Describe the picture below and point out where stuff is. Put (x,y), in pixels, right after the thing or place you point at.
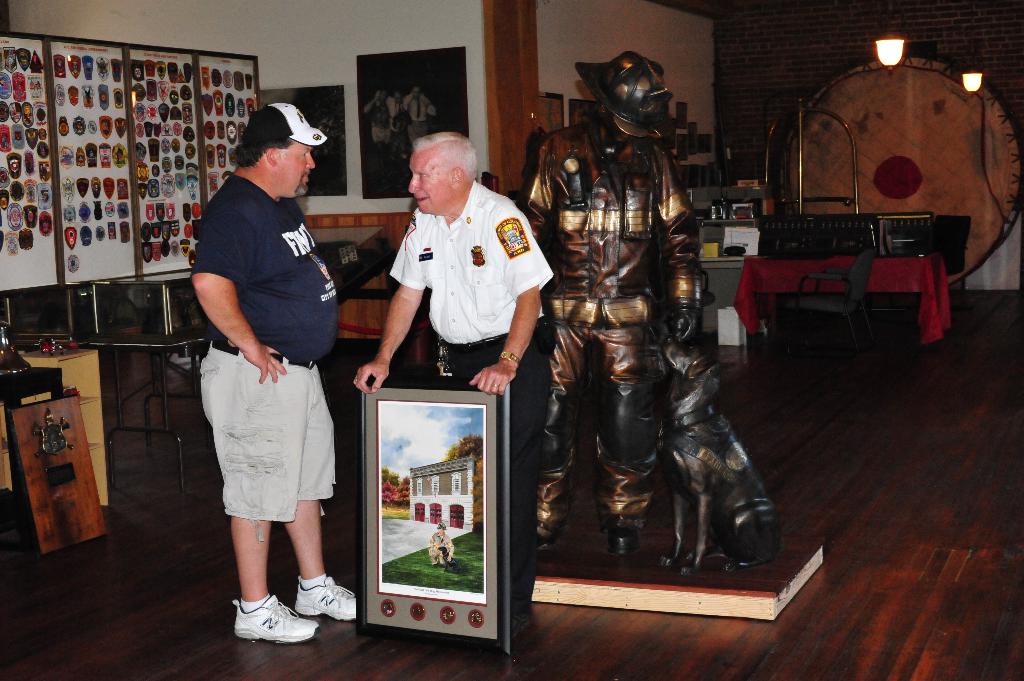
There are two men (316,338) and a statue (580,367) present at the bottom of this image (240,470). The person (486,341) standing in the middle (441,319) is holding a photo frame (422,508). We can see tables (705,264), photo frames (374,150) and some other objects (888,212) are present in the background (900,183).
